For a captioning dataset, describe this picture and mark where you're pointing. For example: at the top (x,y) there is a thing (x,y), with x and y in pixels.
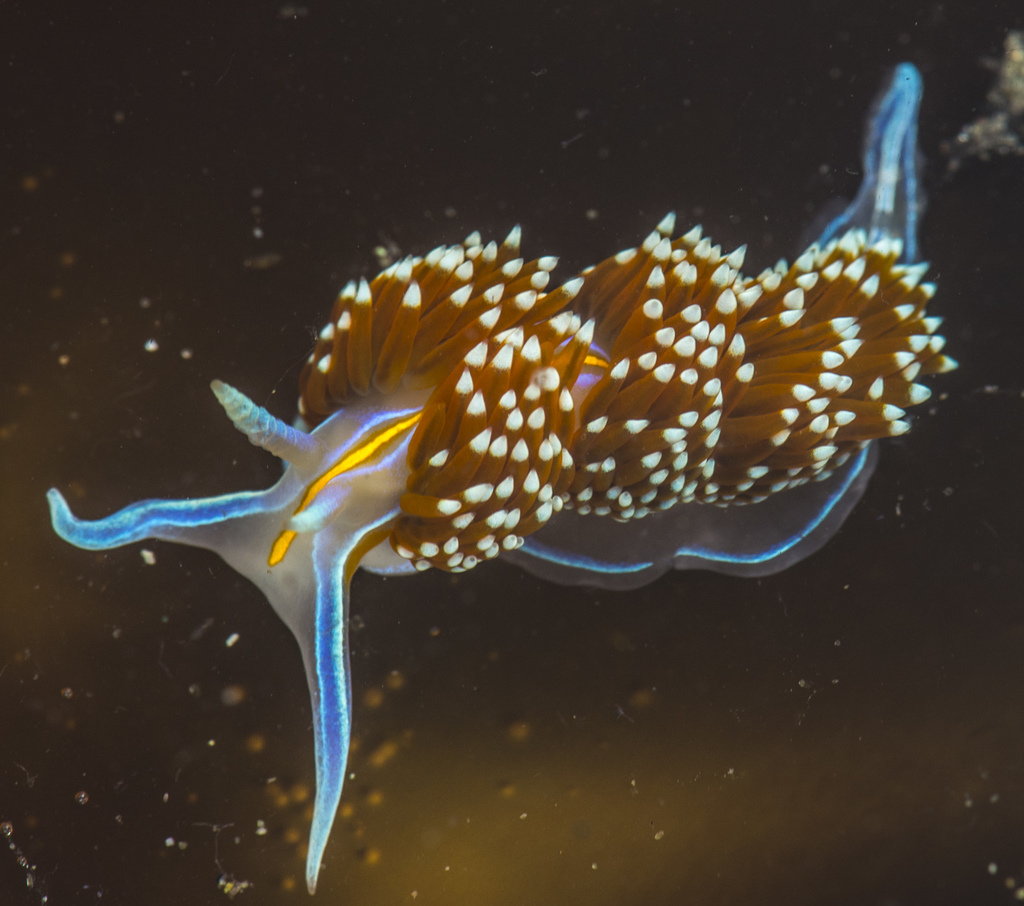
In the picture there is an underwater creature (580,523).
